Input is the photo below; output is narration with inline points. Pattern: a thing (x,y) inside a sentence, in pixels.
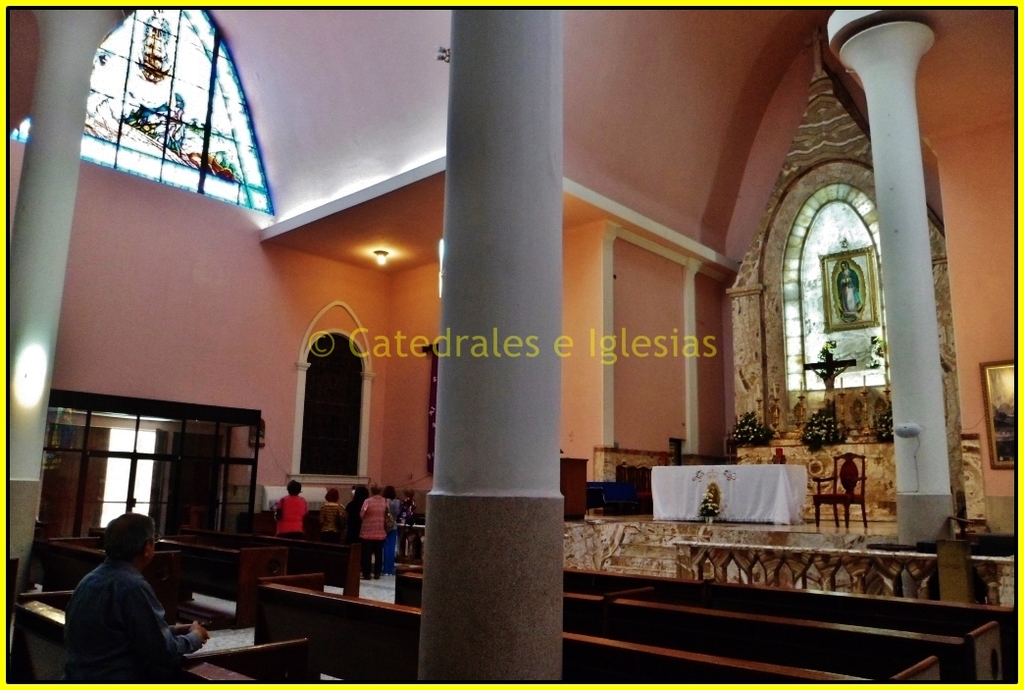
In this image we can see a church (392,425) containing windows (97,430), walls (161,325), light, people (382,533), benches (349,595), pillars (454,554), table (685,470), bouquets (713,511), chair (843,494), statue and a frame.
